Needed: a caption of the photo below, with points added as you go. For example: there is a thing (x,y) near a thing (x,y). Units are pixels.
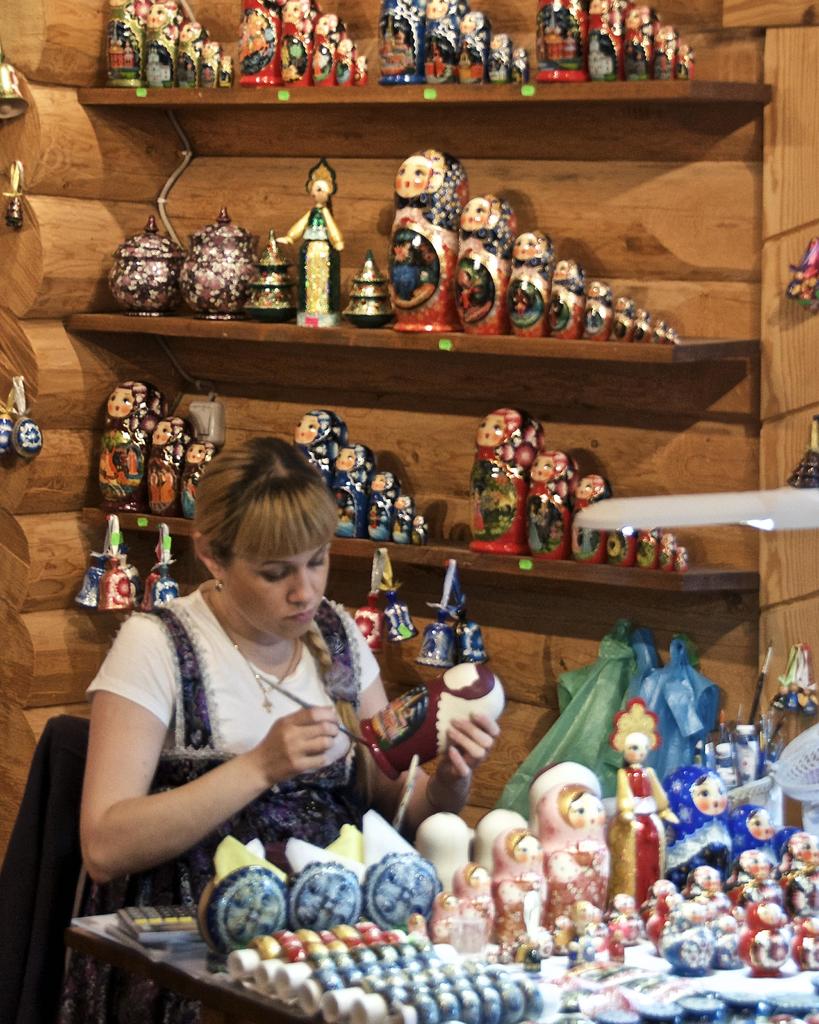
This is the woman (107,869) sitting on the chair (75,850) and painting. These are the toys (501,247), which are kept in the racks (178,93) and a table (706,979). I think this is a wooden rack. I think these are the colorful hand bells (432,625), which are hanging.
